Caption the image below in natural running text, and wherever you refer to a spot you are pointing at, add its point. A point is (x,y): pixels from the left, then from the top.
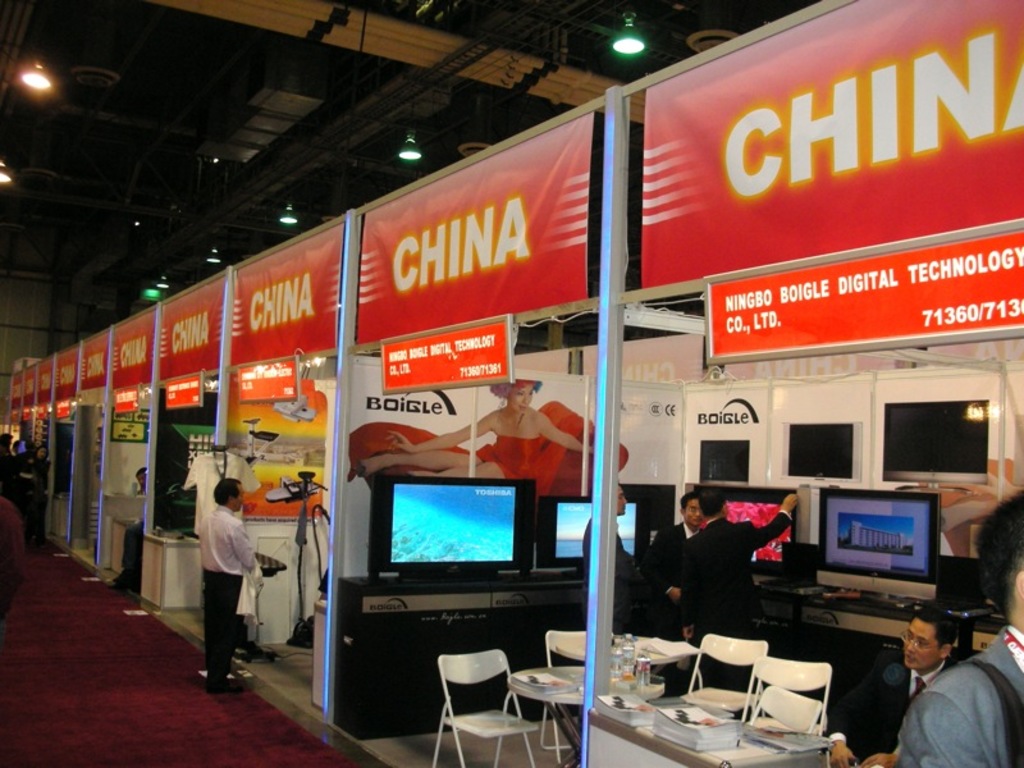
In this picture I can see few stores (316,564) and I can see few televisions (553,529), chairs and few water bottles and papers (568,682) on the table (567,672) and I can see few people (736,562) standing and a human (891,715) seated and I can see a t-shirt (212,490) to the hanger (225,455) and I can see few lights (625,35) on the ceiling (313,203) and I can see boards (696,265) with some text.
